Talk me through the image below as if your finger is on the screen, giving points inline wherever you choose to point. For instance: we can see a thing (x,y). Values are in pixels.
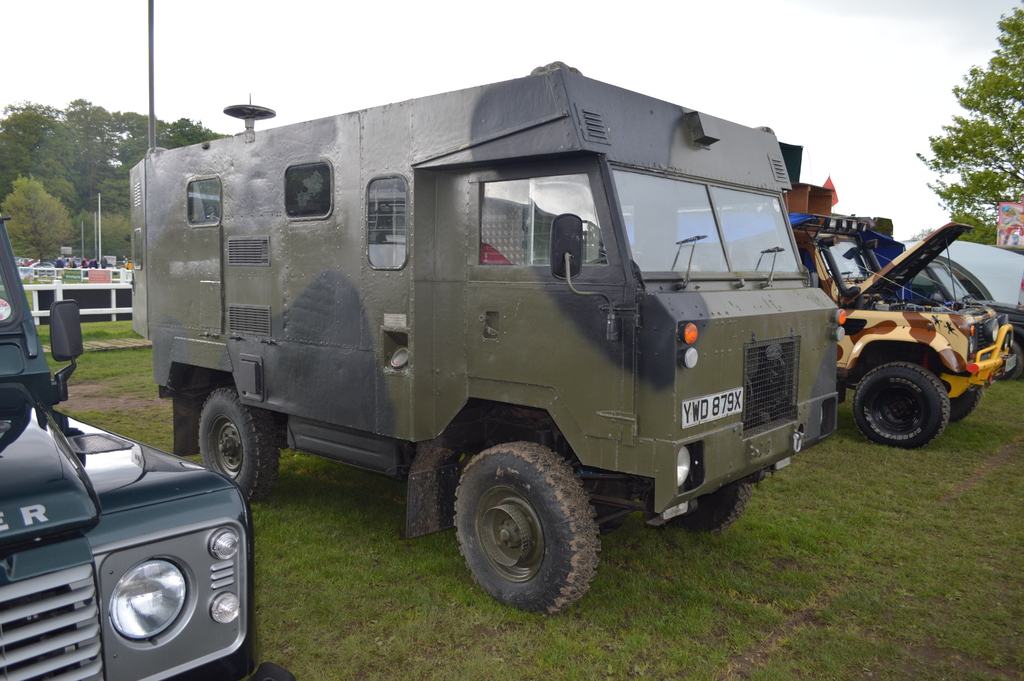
In this picture I can observe some vehicles (403,253) parked on the ground (434,537). I can observe some grass (375,578) on the ground (804,563). In the background (56,168) there are trees (62,119) and sky (613,69).
